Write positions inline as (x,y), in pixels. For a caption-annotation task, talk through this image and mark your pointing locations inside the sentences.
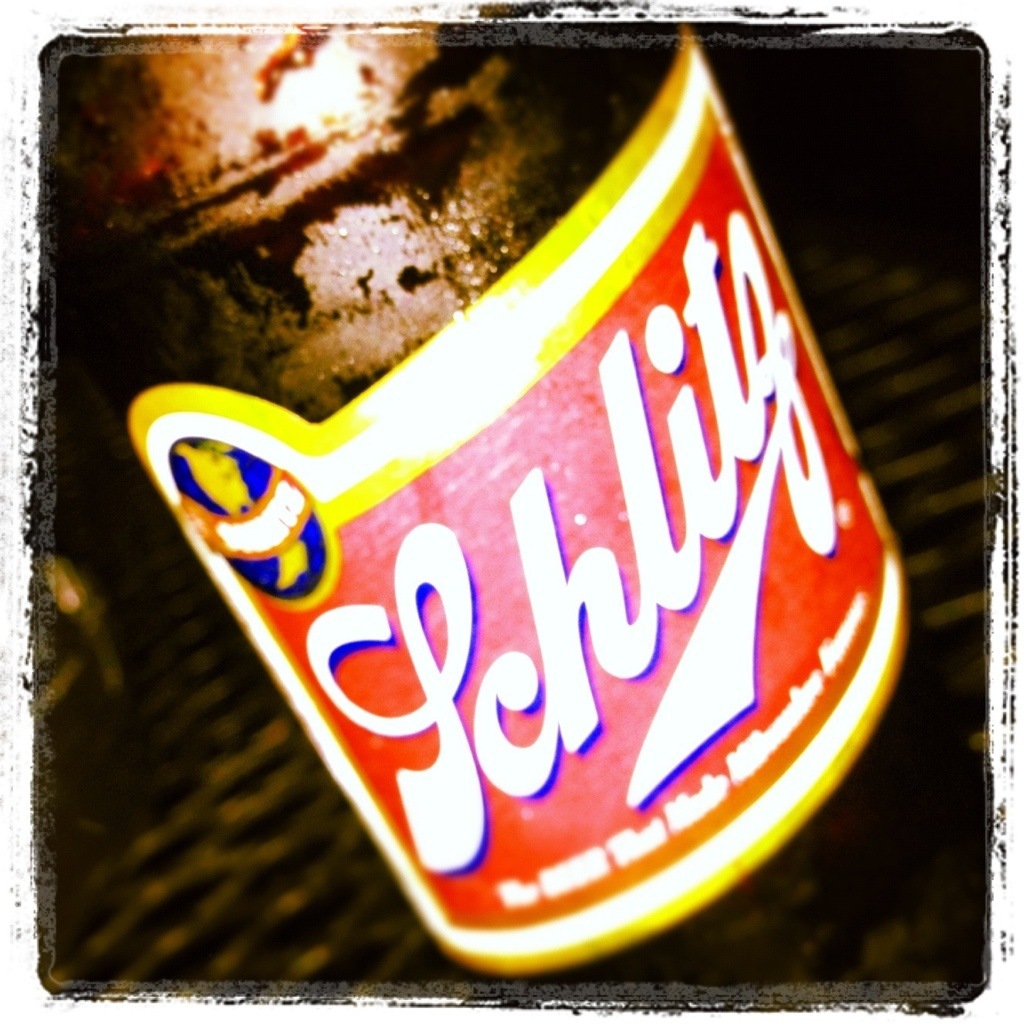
In this image I can see the colorful sticker (461,463) to the bottle (452,293). I can see the blurred background (215,768).
